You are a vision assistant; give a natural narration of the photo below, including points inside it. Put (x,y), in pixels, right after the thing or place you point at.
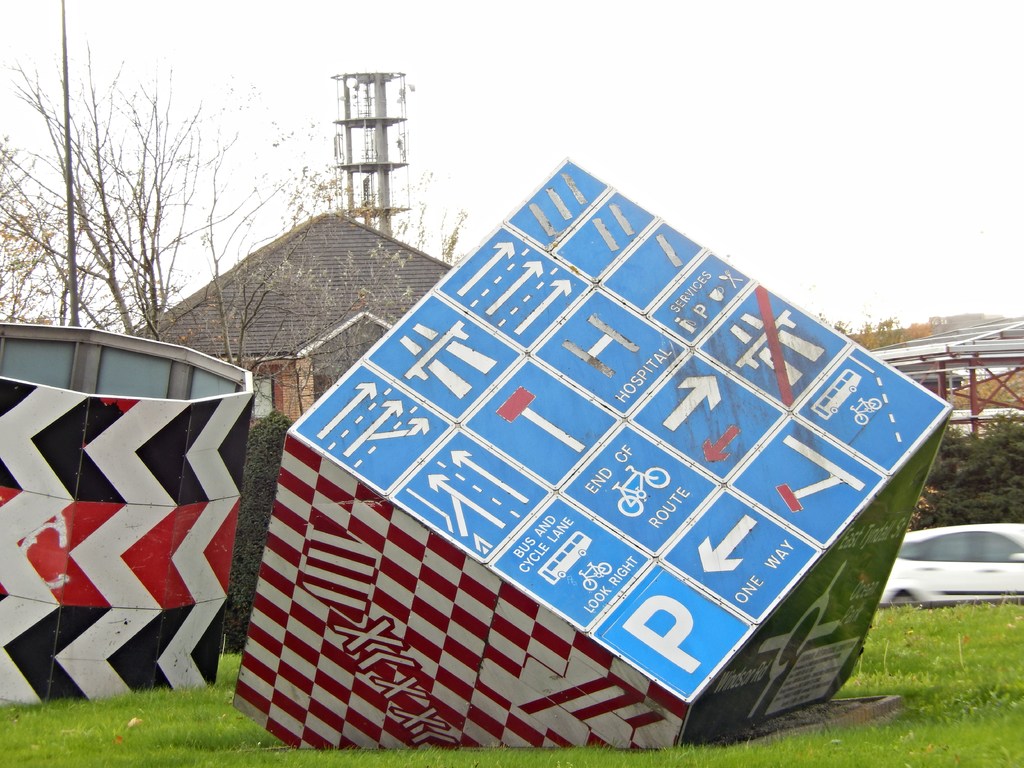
In this image there are sculptures (475,589). In the background (334,317) there are sheds (935,351) and trees (362,213). On the right (951,595) there is a car (951,595). At the bottom (890,717) there is grass (110,715). In the background (498,127) there is sky (770,170) and we can see a tower (380,198).
